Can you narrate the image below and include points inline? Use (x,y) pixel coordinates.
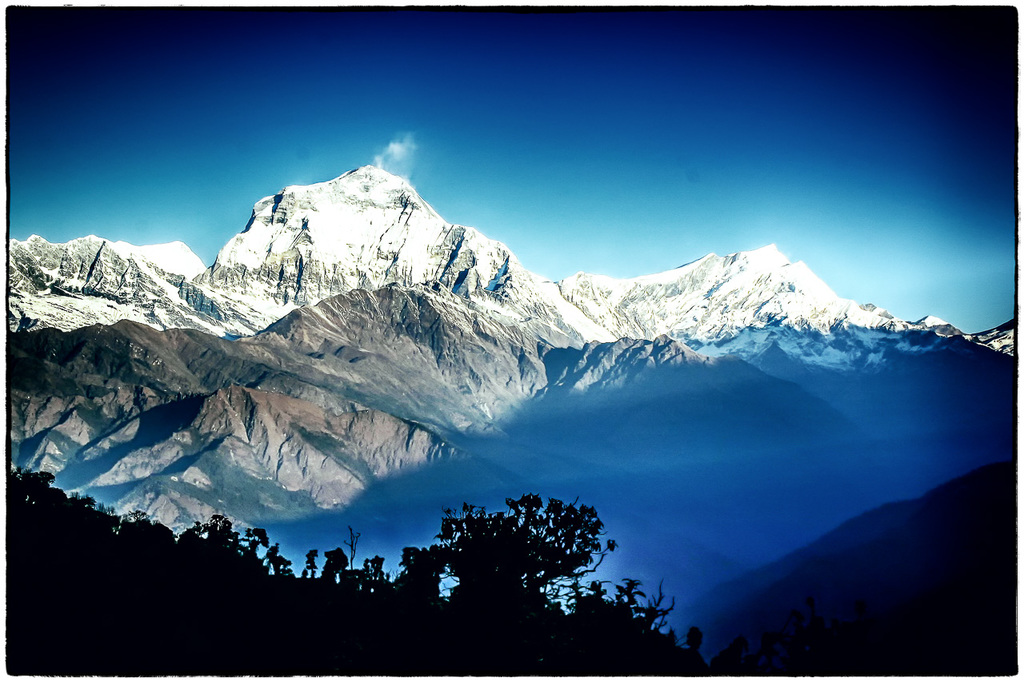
In this image I can see many trees (232,627). In the background (202,473) I can see the mountains (291,293) and the blue sky (406,139).
